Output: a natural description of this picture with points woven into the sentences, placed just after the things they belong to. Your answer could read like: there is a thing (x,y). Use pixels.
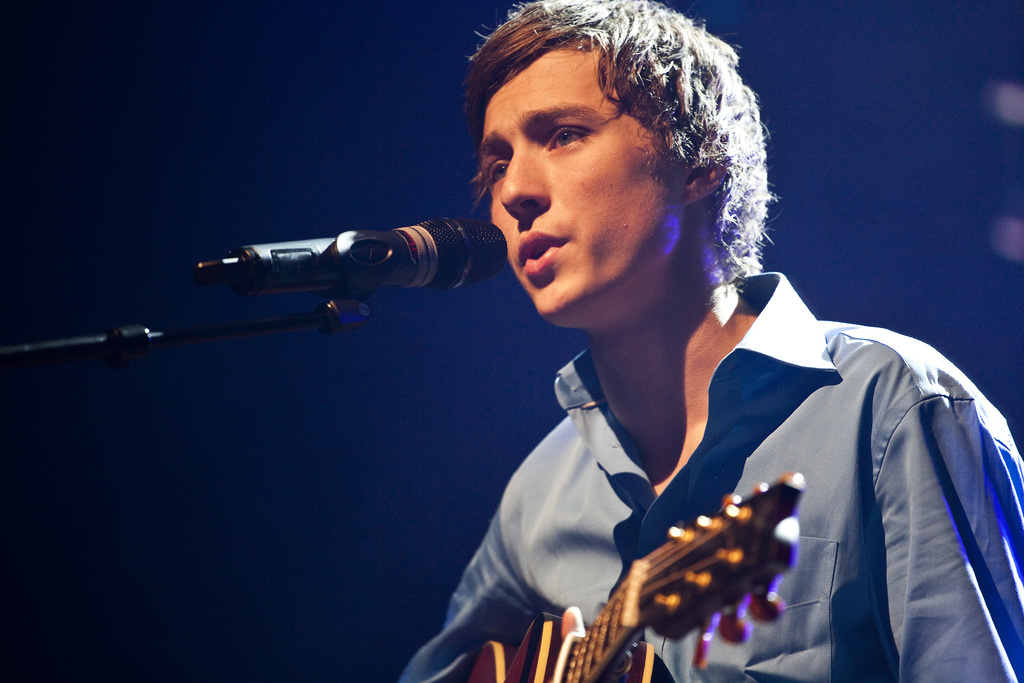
In this image we can see a man (718,310) holding musical instrument (715,550) and a mic (280,268) is placed in front of him.
